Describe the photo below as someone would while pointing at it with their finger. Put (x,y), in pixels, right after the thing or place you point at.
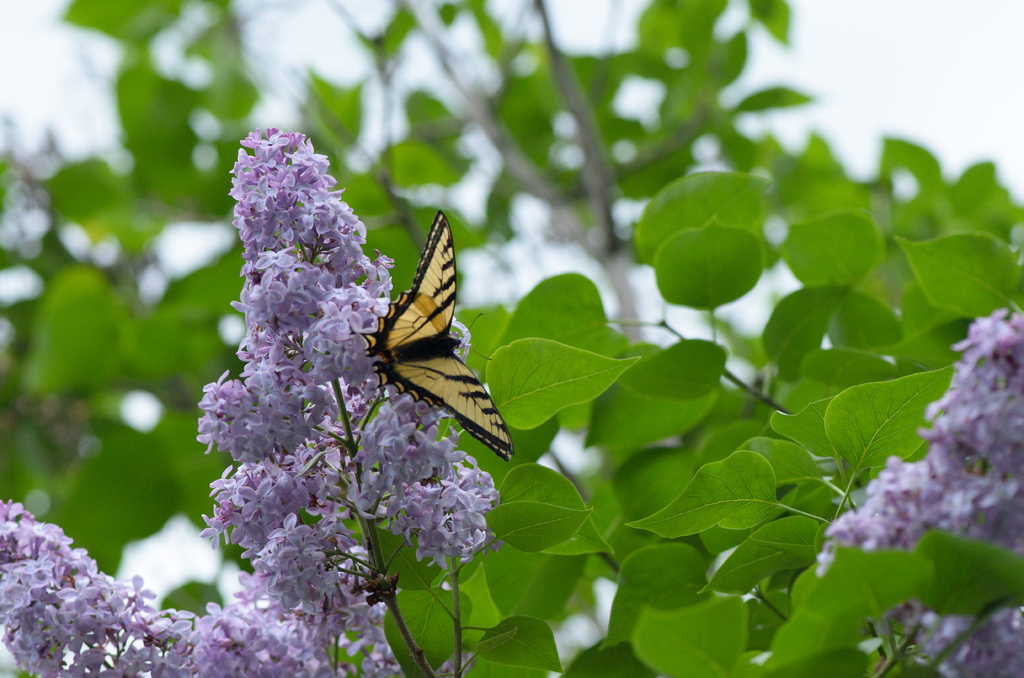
In this image I can see few purple color flowers (1015,453) and few green color leaves (807,398). I can see the sky (747,312) and the yellow and black color butterfly (428,353) on the flowers (422,408).
